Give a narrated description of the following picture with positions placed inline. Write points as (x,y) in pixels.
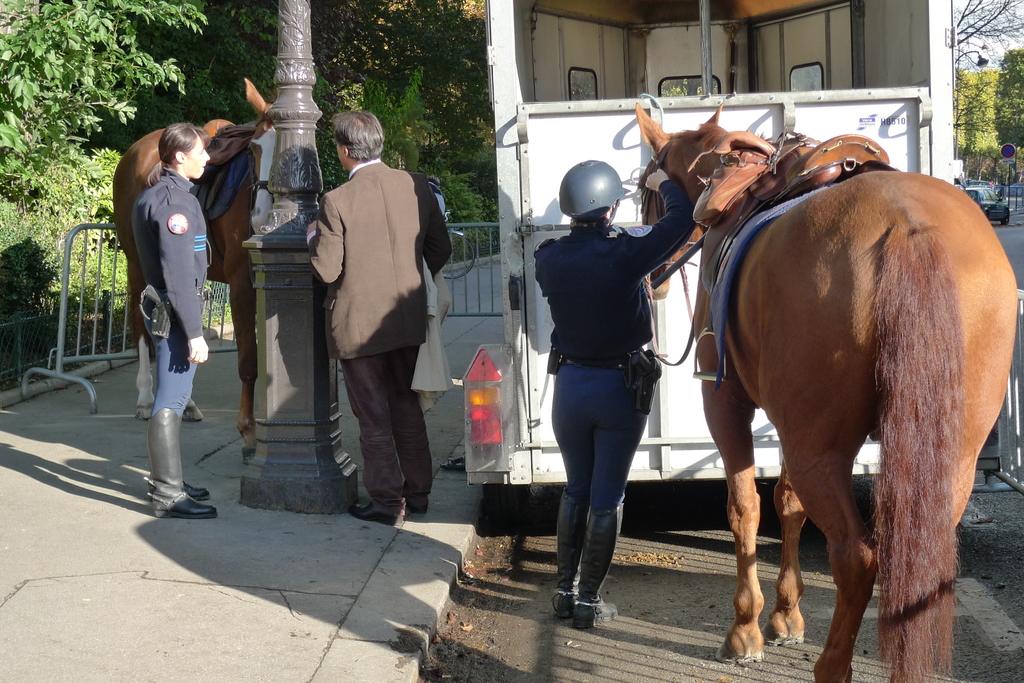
in this image i can see a horse (816,343) and a person (603,301) wearing a helmet (590,195) is holding the horse (648,210). behind them there is a vehicle (661,69). behind them there are two more people (373,262) and a pillar (277,205) in between. behind them there is a horse (235,223). behind all these there are many trees (124,13) and a fencing (68,262) at the front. at the rightmost (992,209) there is a car (996,204) and a sign board (1005,152).
